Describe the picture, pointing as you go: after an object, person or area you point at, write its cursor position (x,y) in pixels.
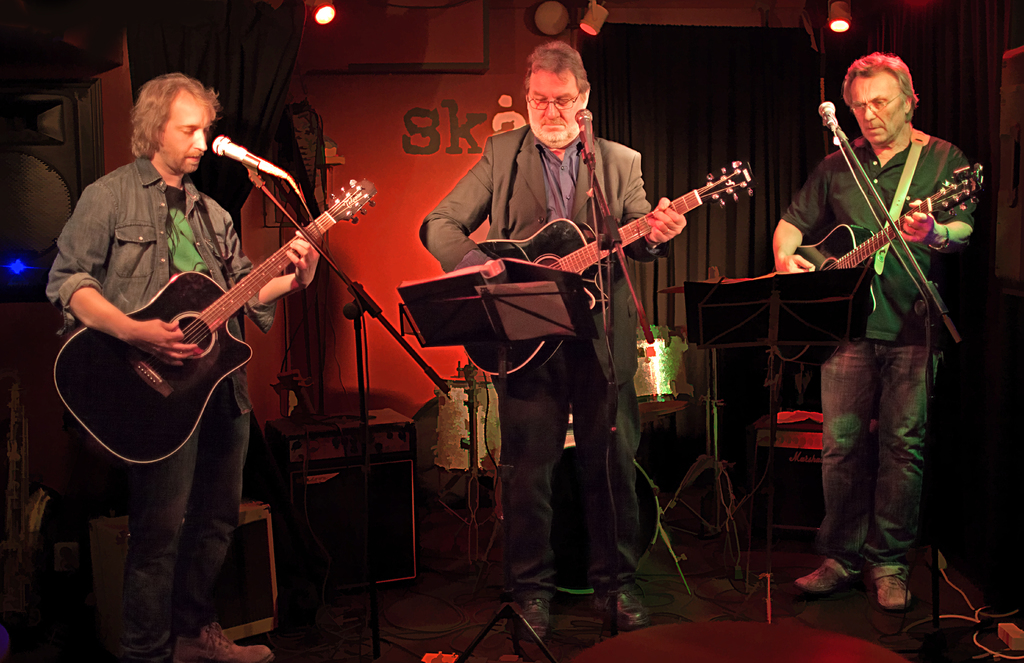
As we can see in the image there are curtains (693,124), three people (130,327) standing on stage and holding guitar (187,321) in their hands (162,352) and singing song on mike (260,167).
